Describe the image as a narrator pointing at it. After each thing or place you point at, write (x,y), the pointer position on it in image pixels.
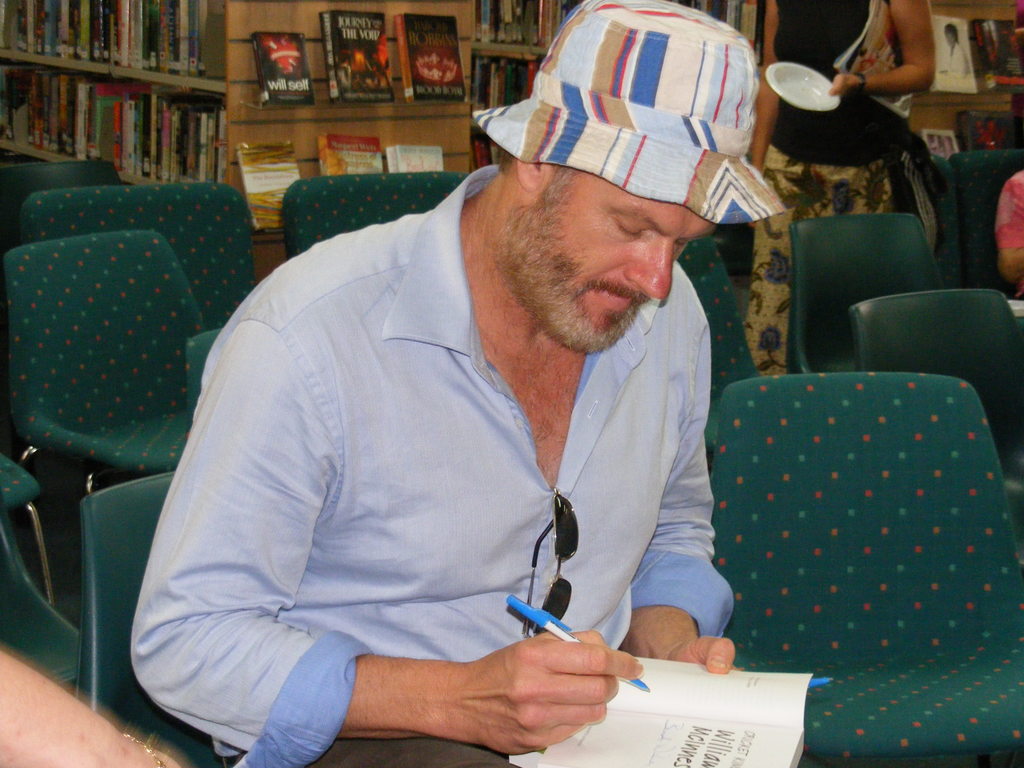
In this image I can see a man (254,320) sitting on a chair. In the background (73,387) I can see number of chairs (985,223), number of books (151,143) and few more people (1020,211).
